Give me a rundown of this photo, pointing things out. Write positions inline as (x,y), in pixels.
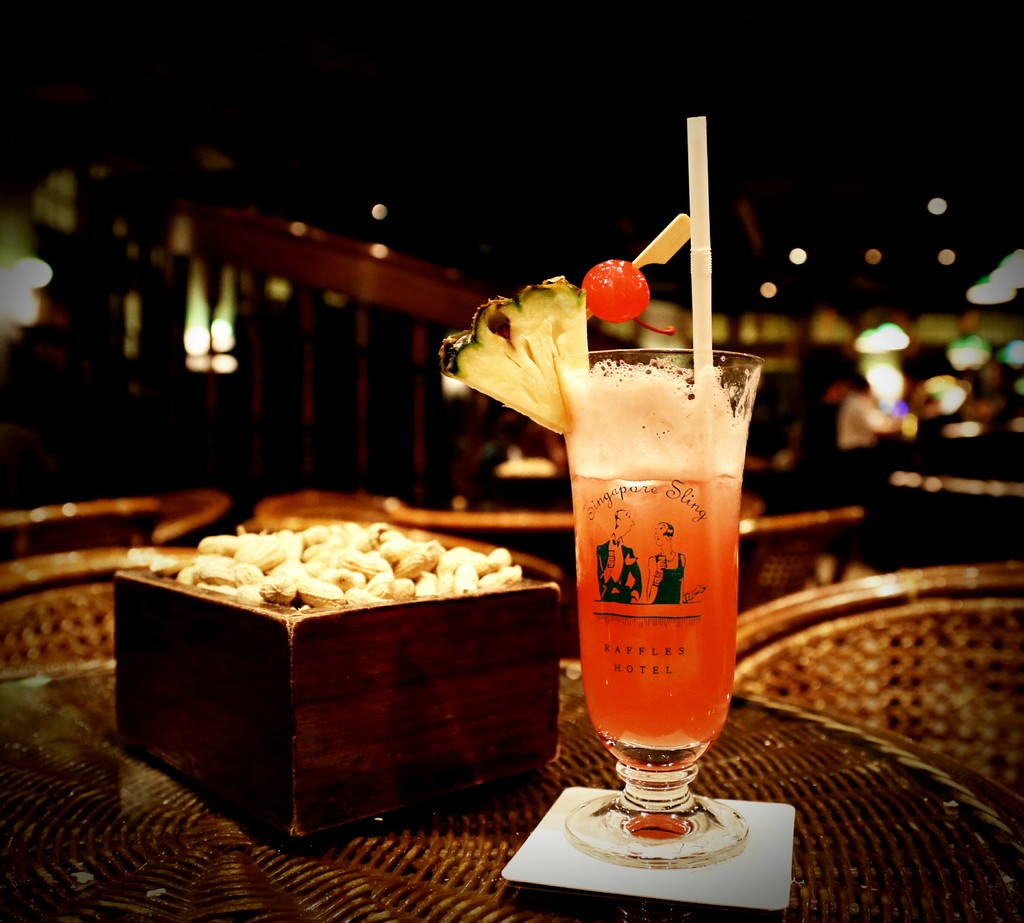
In this picture we can see a glass (665,539) with liquid (668,462), straw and fruits (617,290) on an object (565,851). On the left side of the glass (612,569), there are peanuts (291,574) in an object (287,620). Behind the glass (620,490), there are lights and the blurred background (972,494).
